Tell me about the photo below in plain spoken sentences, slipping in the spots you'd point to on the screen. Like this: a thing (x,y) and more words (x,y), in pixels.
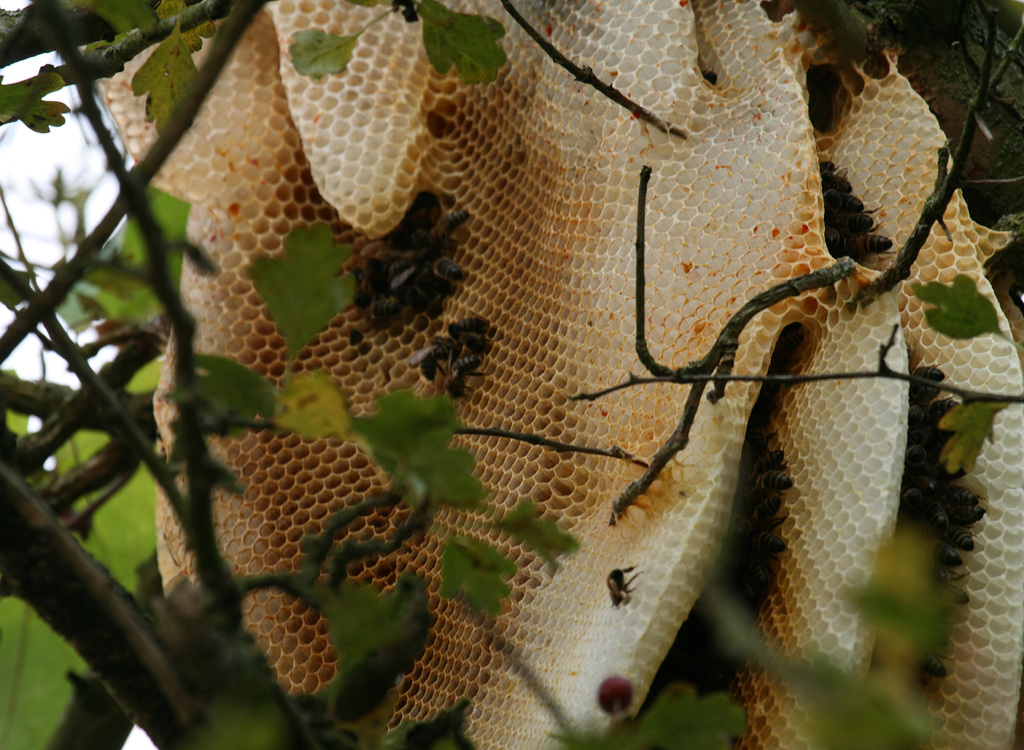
In this picture we can see few beehives (671,347), trees (817,280) and honey bees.
